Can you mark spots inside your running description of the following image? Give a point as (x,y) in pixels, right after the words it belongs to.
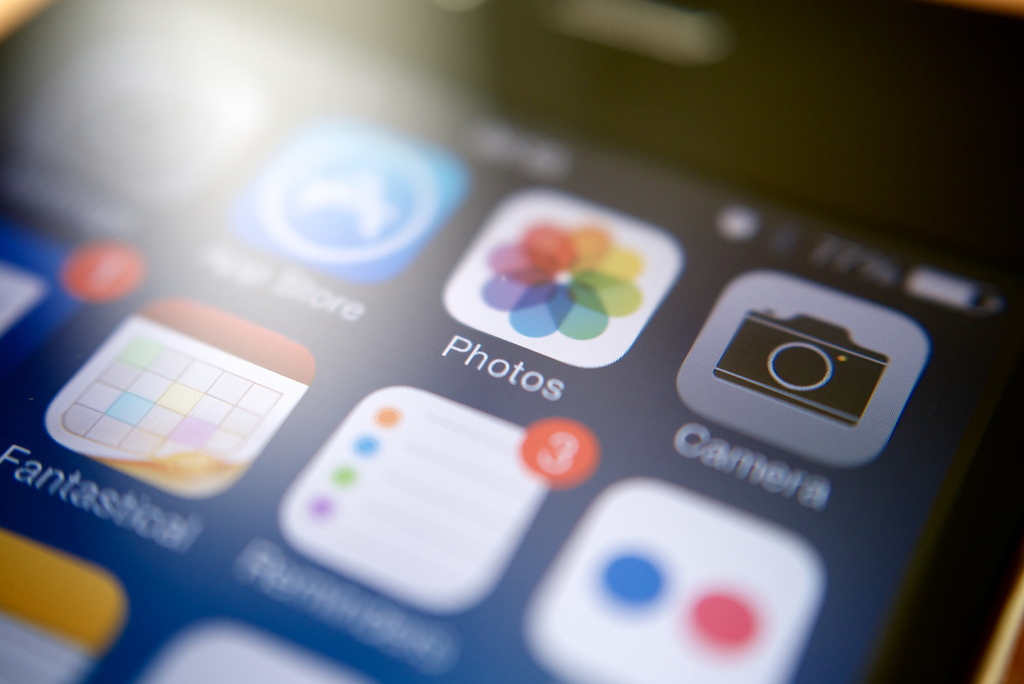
Here in this picture we can see application icons (269,404) in the mobile phone (54,442) present over there.
